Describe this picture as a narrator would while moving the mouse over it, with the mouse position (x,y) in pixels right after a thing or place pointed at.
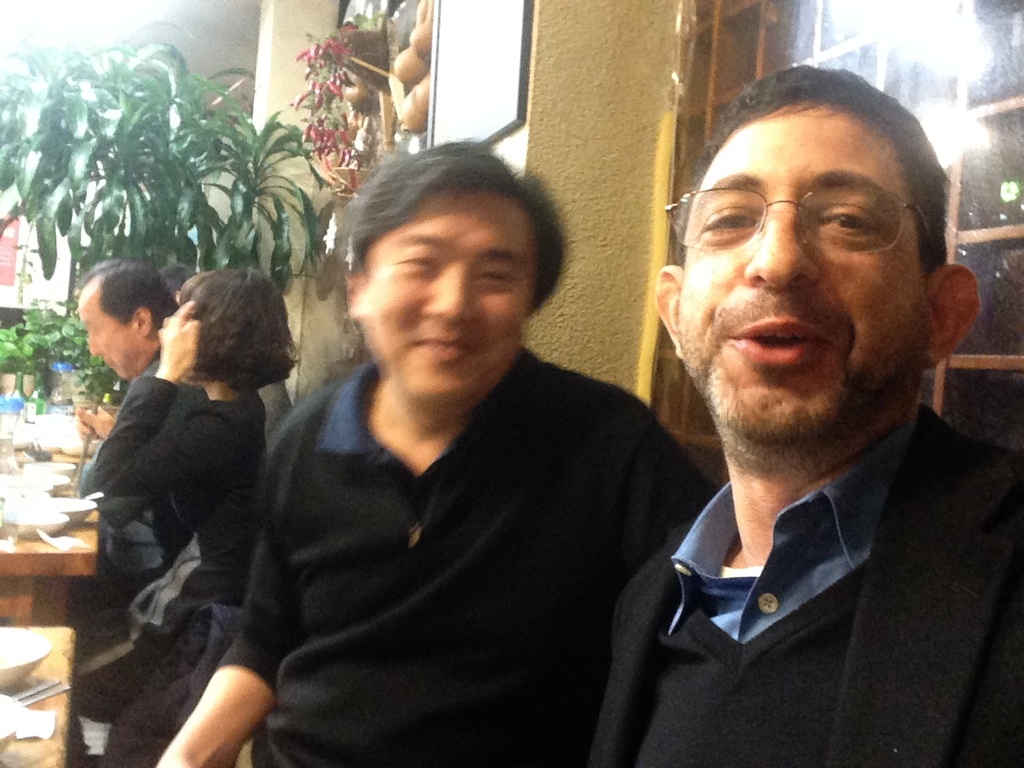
This image consists of four persons (317,498). All are wearing black colored dresses (358,548). On the left (27,573), there are tables (52,598) on which we can see the bowls (49,511) and spoons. It looks like a restaurant (504,88). In the background (317,142), we can see the plants (29,82) along with a wall (193,4). On the right (991,199), it looks like a window (995,289).
